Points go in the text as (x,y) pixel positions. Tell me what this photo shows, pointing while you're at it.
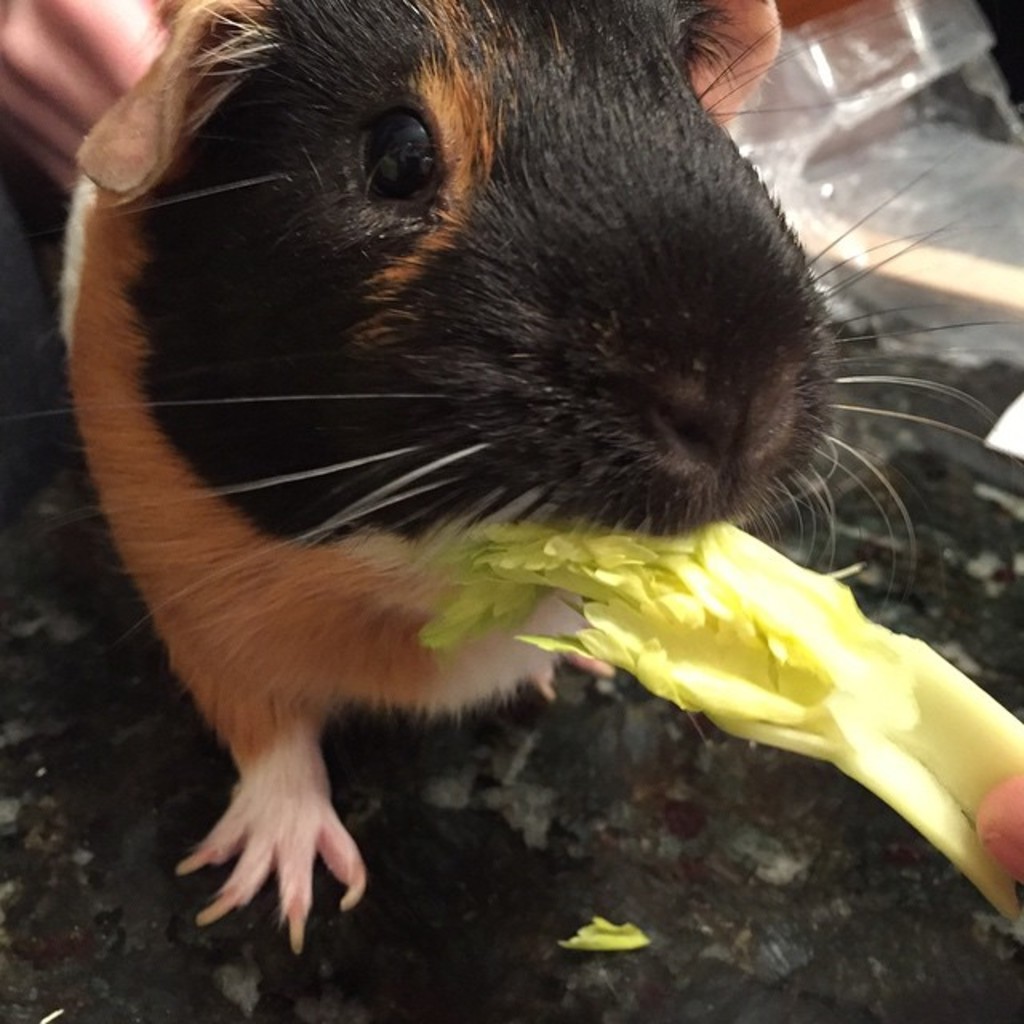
This picture shows a guinea pig (132,407). It is black brown and white in color and it's eating some veggies (820,648) and we see a human hand (1017,826).
